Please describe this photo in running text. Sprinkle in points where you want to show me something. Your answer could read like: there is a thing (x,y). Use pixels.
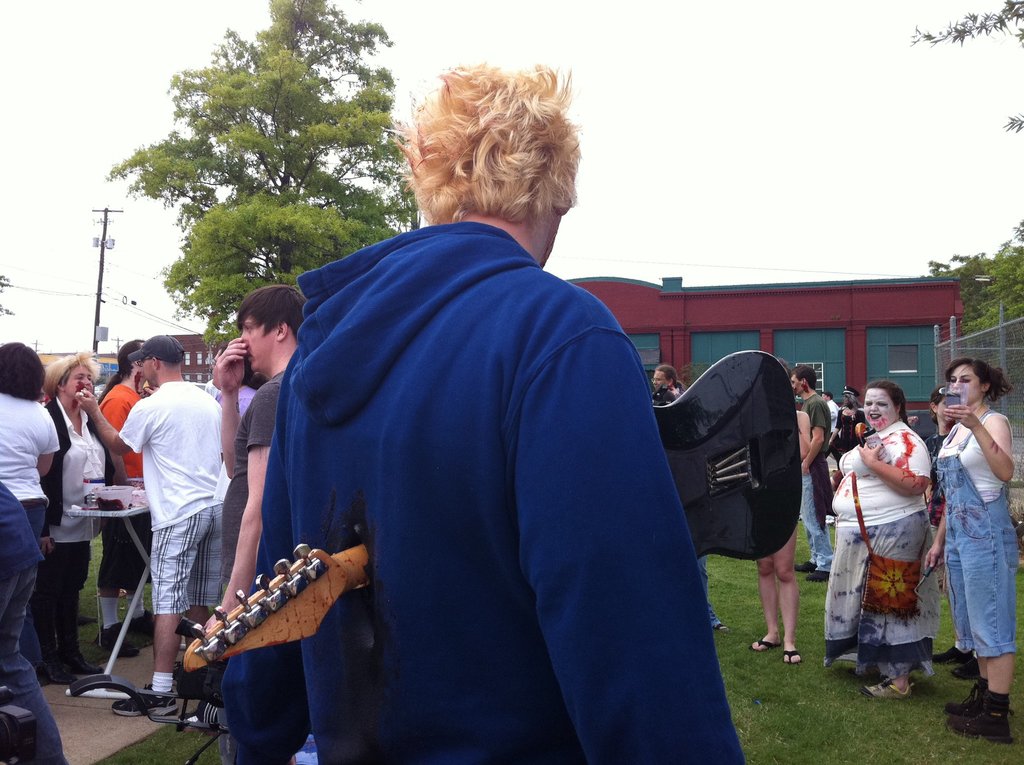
In this image we can see some group of persons (894,621) standing on the ground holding some objects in their hands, at the foreground of the image (291,502) there is a person (344,464) wearing blue color sweater (420,528) with guitar (317,589) through his body (483,331) and at the background of the image (617,295) there are some houses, trees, electric poles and sky (636,114).
